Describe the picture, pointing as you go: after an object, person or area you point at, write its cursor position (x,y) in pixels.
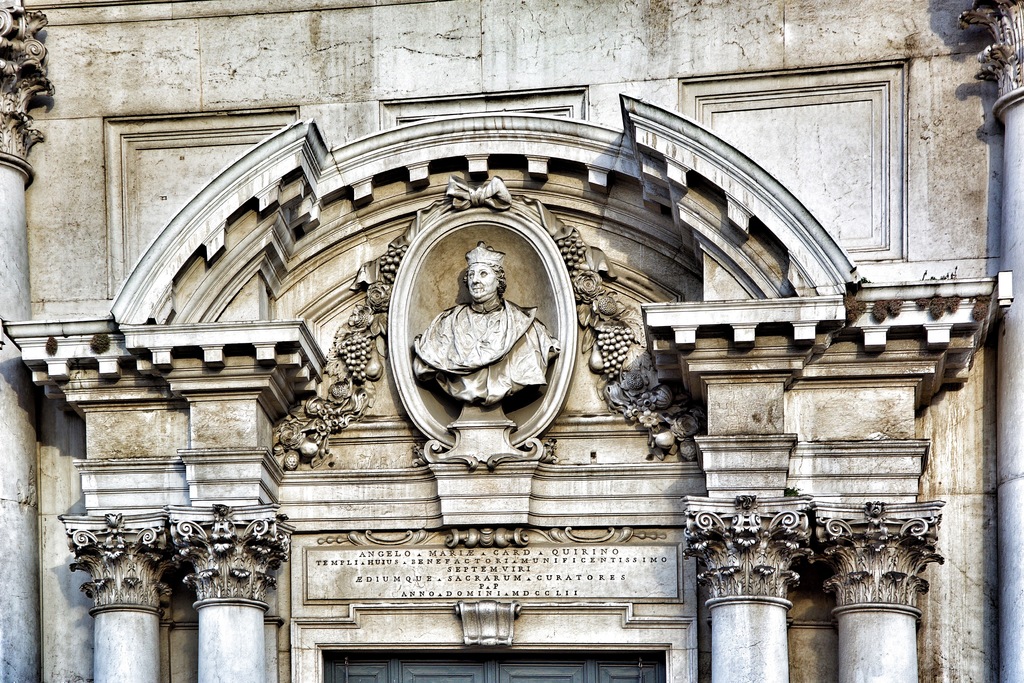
In this image there is a wall (835,202) and in front of the wall (594,567) there are pillars (746,630) and there is some text (512,581) written on the wall (425,563) and there is a statue (425,367).
